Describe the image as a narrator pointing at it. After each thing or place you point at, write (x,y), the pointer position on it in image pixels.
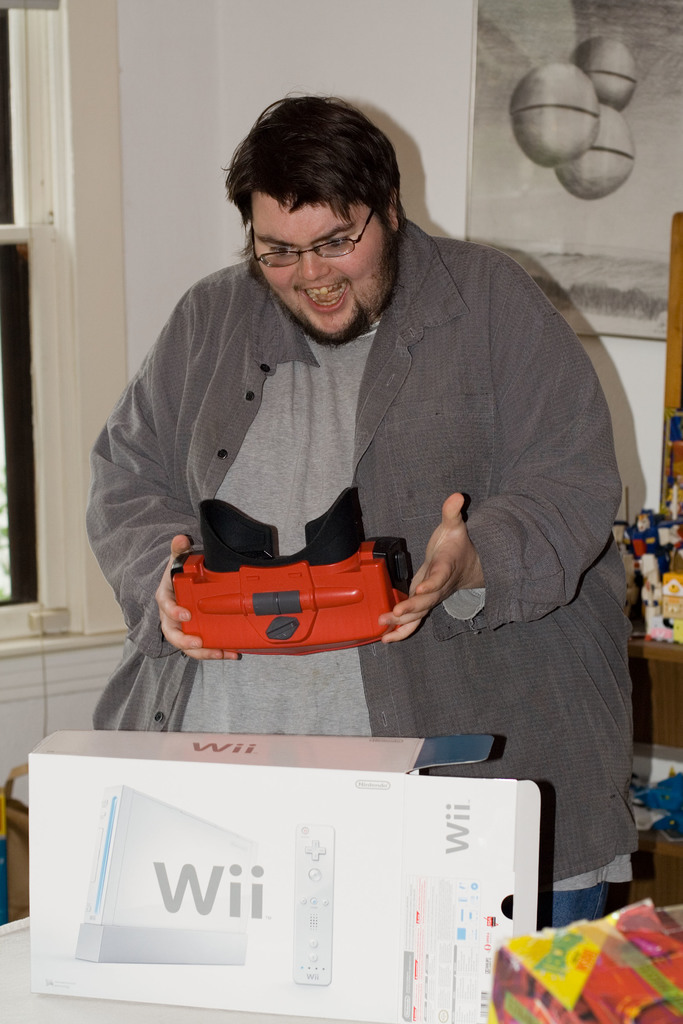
In this image, we can see a man (558,421) standing and he is holding an object (237,605), there is a white color box (235,778) on the table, in the background (294,63) there is a white color wall (446,82) and there is a picture (504,115) on the wall (410,25).
